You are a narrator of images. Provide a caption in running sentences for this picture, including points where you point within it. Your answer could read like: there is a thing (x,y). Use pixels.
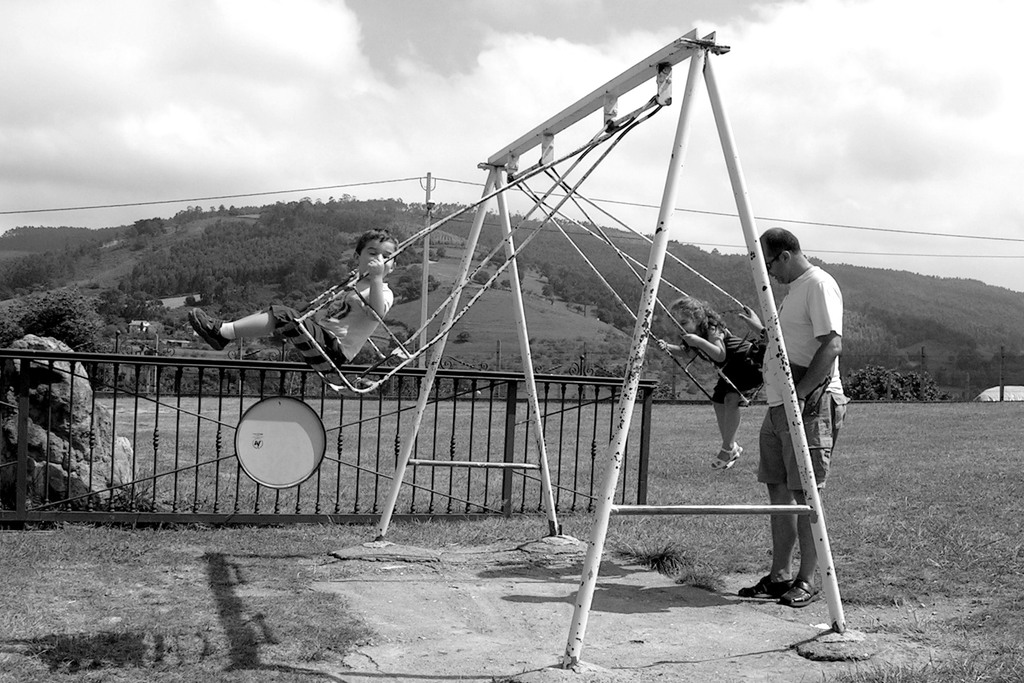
In this picture I can see 2 swings (431,318) in front (430,341), on which there 2 children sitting and behind the swings (629,229) I can see a man (785,442) who is standing and these swings (480,198) are attached to the rods (510,157). In the middle of this picture (479,438) I can see the railing (341,403) and the grass (693,420). In the background (37,244) I can see few trees (51,265) and the sky (379,87) which is a bit cloudy.
